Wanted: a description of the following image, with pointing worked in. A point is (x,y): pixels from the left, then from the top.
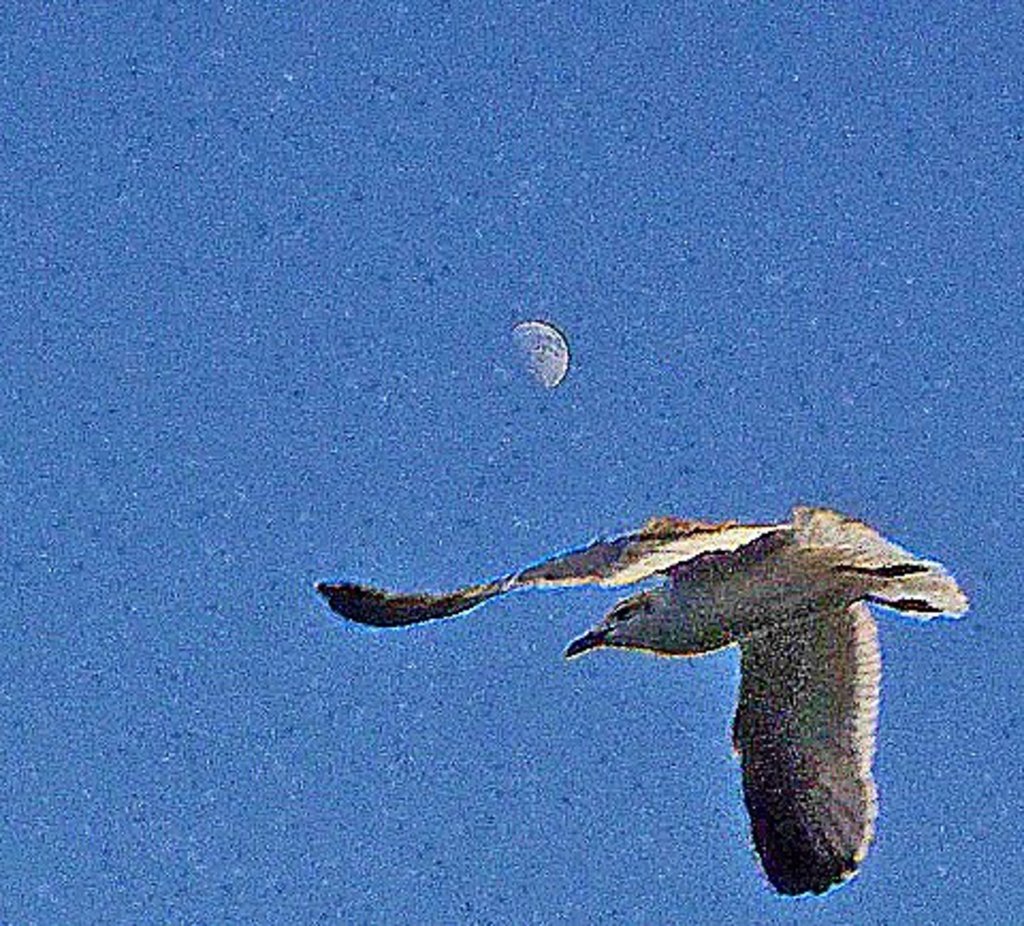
In the image we can see a bird (742,605) flying, this is a sky (489,330) and a half moon (557,366).
